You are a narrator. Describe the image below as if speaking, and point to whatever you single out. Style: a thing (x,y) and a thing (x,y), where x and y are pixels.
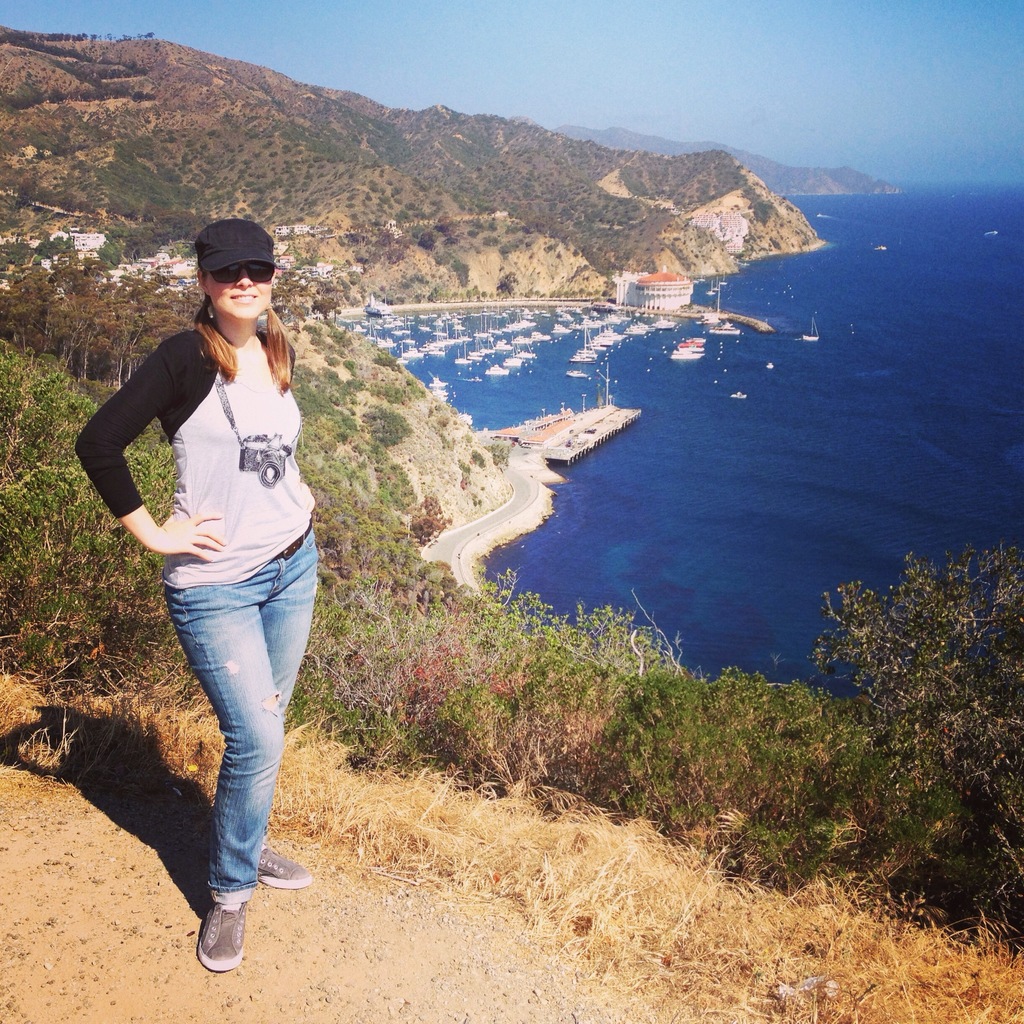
In this image we can see there is a lady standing on the ground (689,892) behind that there are mountains (148,242) with trees (560,619) beside that there is a sea (664,434) with ships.
